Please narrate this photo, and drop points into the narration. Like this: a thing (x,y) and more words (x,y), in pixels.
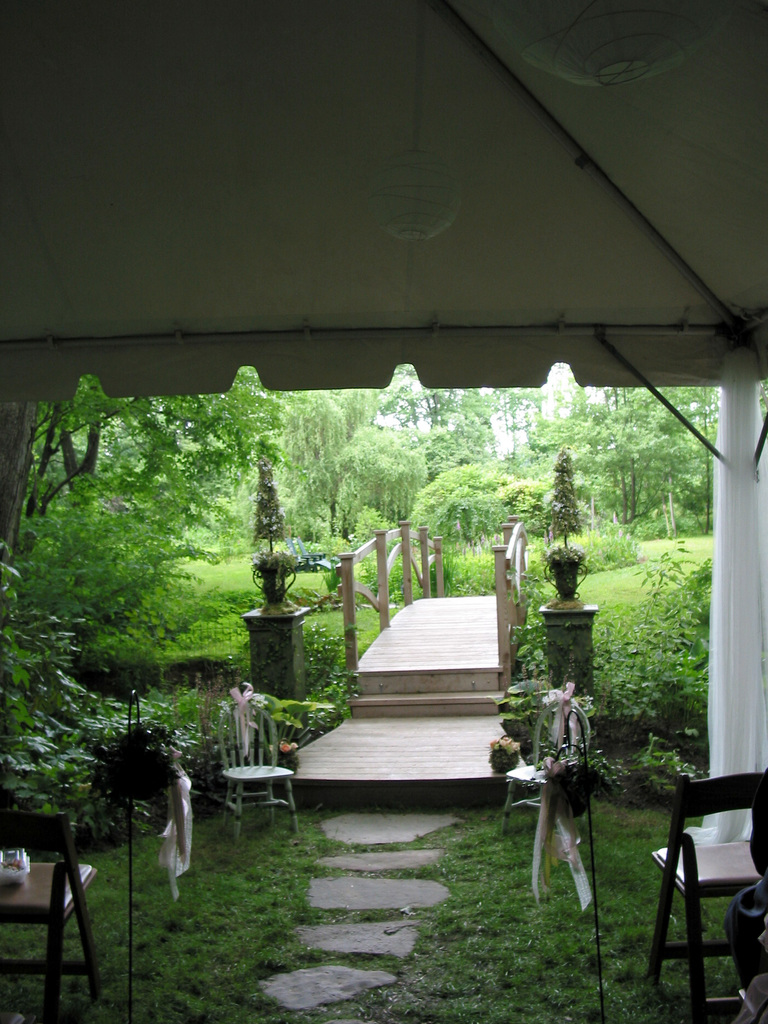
In the center of the image (407,608) there are stairs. There is a railing (407,528). There are flower pots (569,599). On the right side of the image (752,517) there is a pillar (728,711). There are chairs (677,872). At the bottom of the image (581,952) there is grass (570,952) on the surface (549,958). In the background of the image (501,458) there are trees (348,456).
